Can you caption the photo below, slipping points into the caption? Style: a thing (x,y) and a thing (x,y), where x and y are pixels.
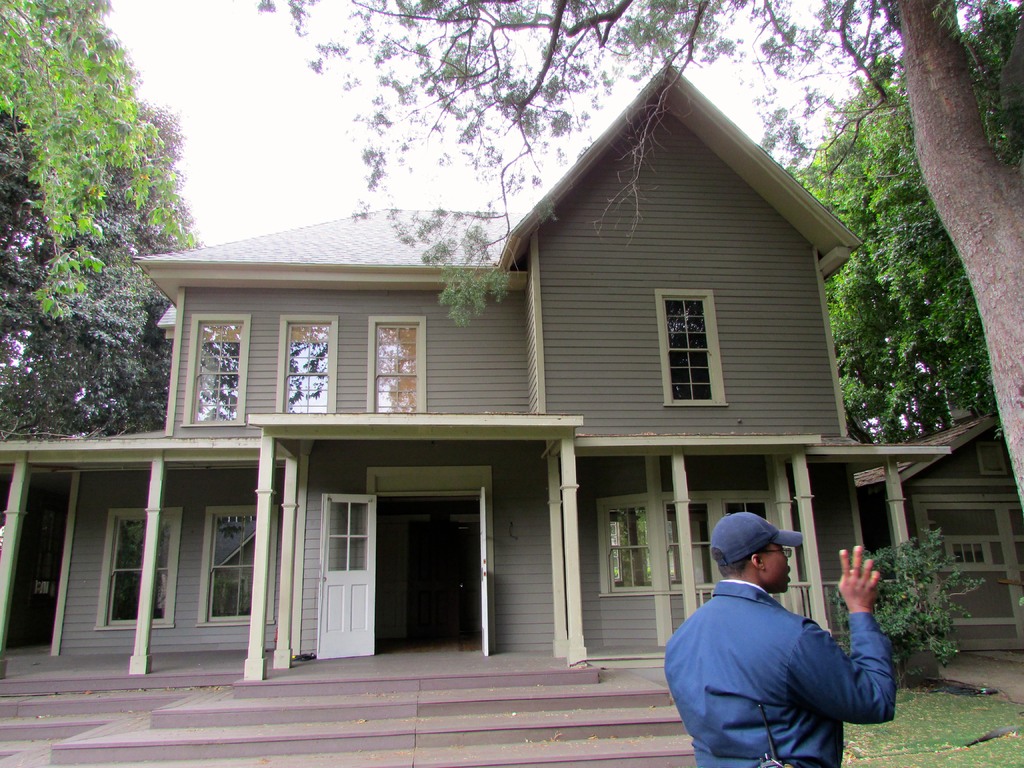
On the right (853,647) at the bottom (825,641) we can see a man (760,573) and there is a cap (771,538) on his head (766,555) and a walkie-talkie (769,743) on his back (747,737). There are houses (300,609), windows (309,369), doors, steps (342,753) and roof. In the background (90,3) there are trees (528,147) and sky (237,235).
